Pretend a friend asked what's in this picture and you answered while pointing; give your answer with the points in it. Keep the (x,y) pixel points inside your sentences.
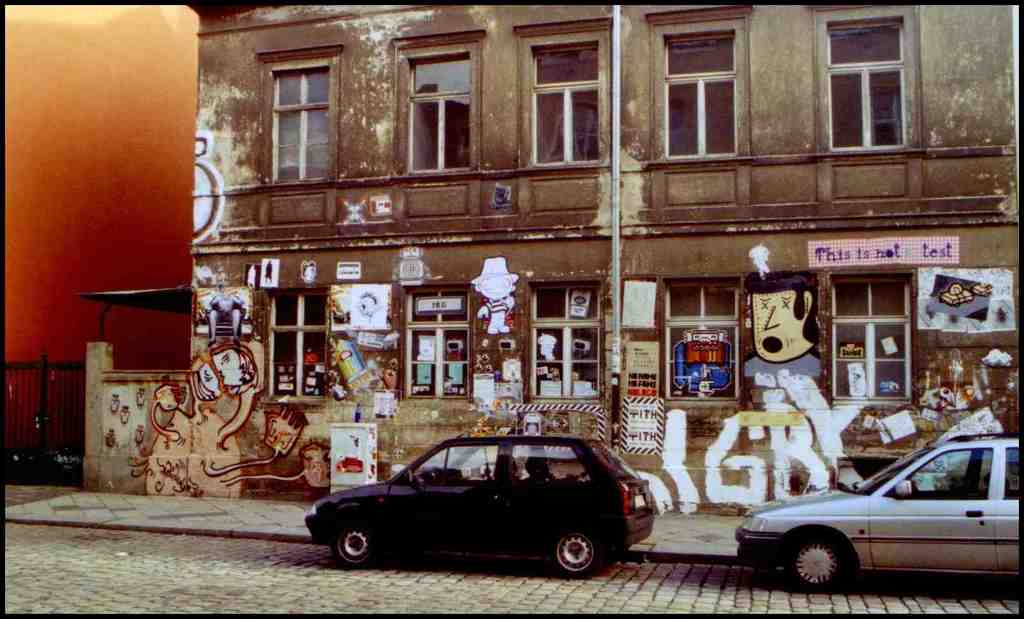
In this image we can see a building (785,265) and it is having few windows (566,320). There are few vehicles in the image. There is some text (946,250) and few paintings (799,347) on the wall (637,141). There is a gate (67,424) at the left side of the image (79,450).
